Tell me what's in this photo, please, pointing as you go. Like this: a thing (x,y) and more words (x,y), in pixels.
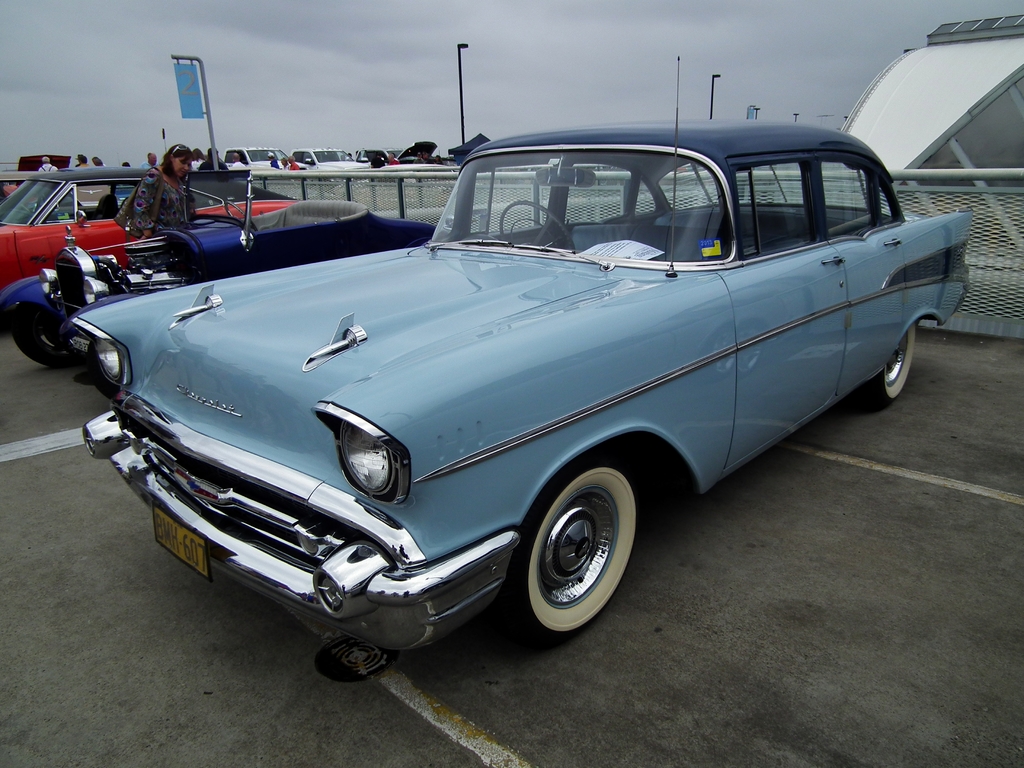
In this picture, we see the cars (132,173) parked on the road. We see a woman (157,201) is standing and she is wearing a handbag (124,227). At the bottom (472,662), we see the road (527,658). Behind the cars (797,226), we see the fence (929,206). On the right side (925,124), we see a building (922,98) in white and grey color. There are vehicles (430,150) and the poles (461,132) in the background (412,155). On the left side (86,158), we see the people (203,164) are standing. We see a board (194,115) in blue color. At the top (371,75), we see the sky (496,114).
